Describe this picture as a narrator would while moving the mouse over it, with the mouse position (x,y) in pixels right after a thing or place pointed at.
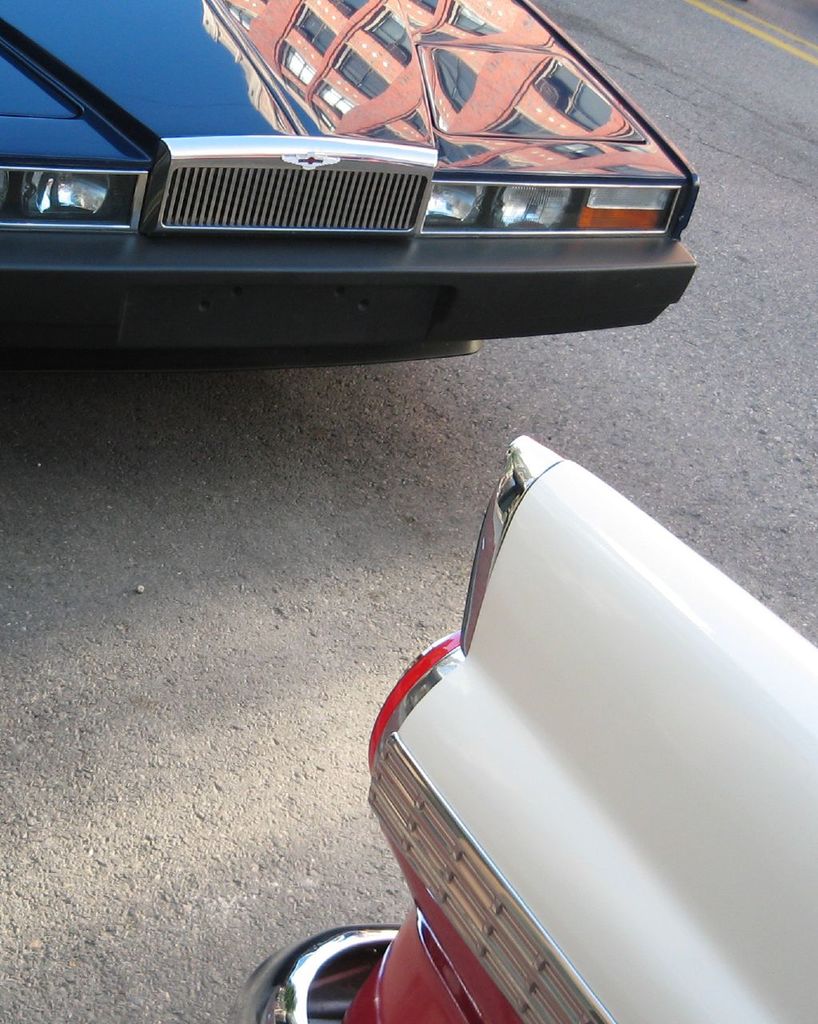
In this image we can see motor vehicles (403,336) on the road (410,556).
